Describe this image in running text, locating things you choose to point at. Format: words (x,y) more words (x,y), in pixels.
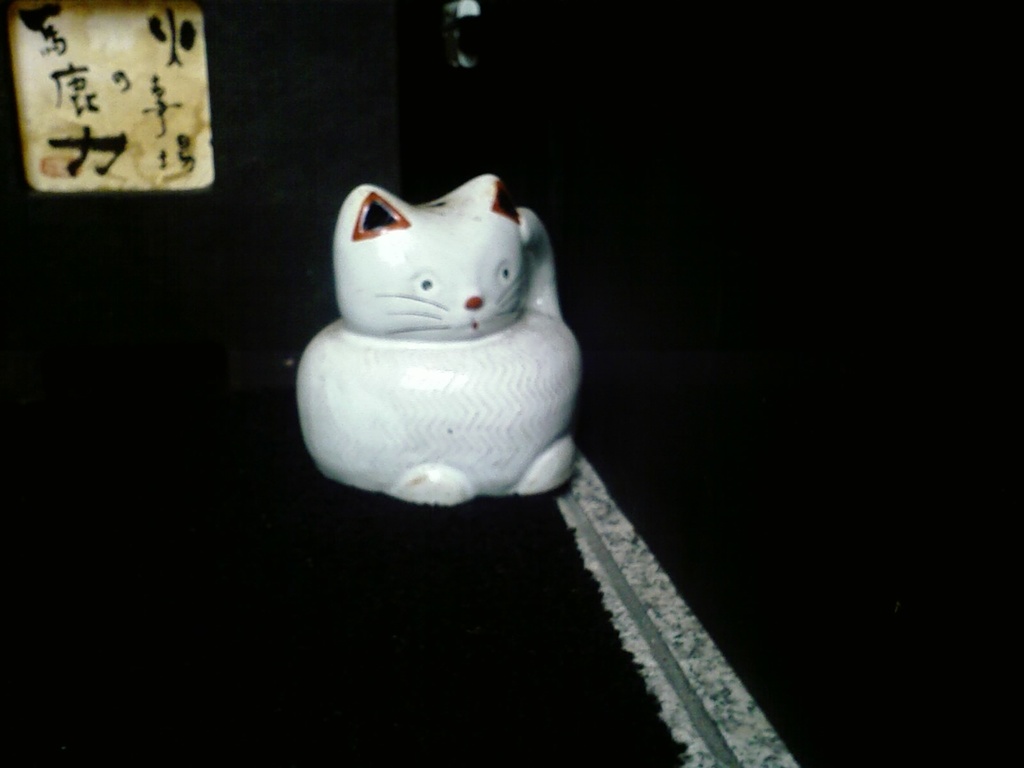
In this image we can see there is a toy (347,292). The background (252,276) is dark.
